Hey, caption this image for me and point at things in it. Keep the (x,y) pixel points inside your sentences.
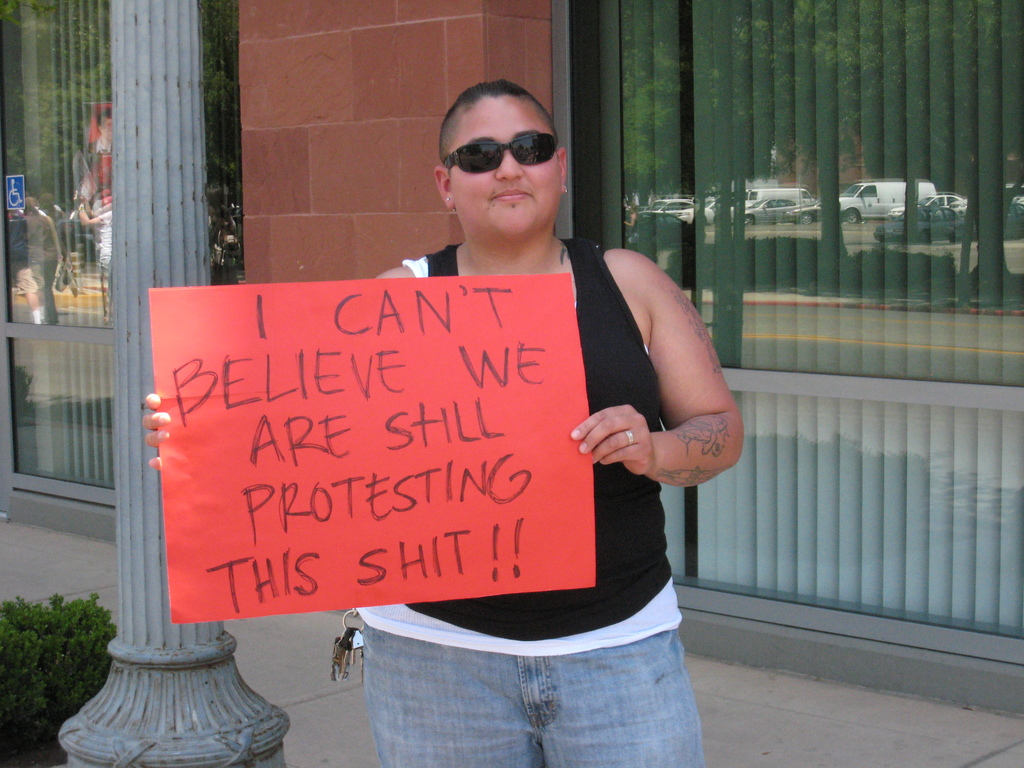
In this picture I can see there is a person (713,397) standing, wearing glasses (538,161) and holding a poster (396,497) and there is something written on it. There is a pillar (164,61) next to the person (587,249) and there is a building (86,499) in the backdrop (574,185) with glass windows (967,123) and curtains (967,123). There is reflection (923,317) of cars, a person (112,119) and a tree (986,156).
